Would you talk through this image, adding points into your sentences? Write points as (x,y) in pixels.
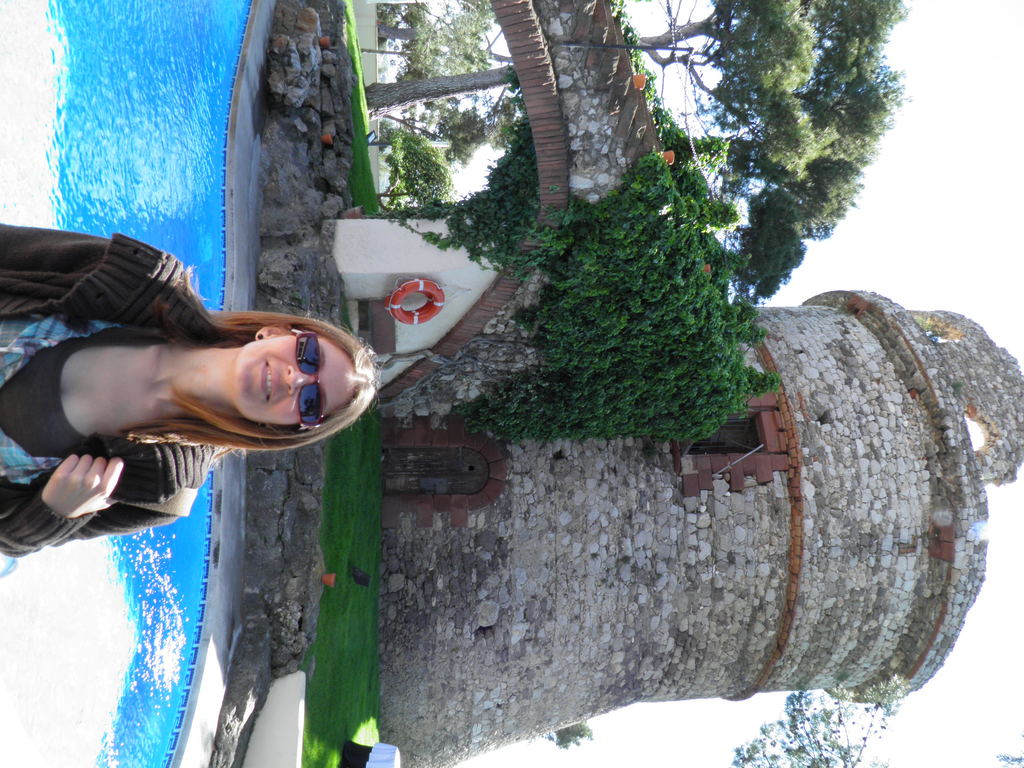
In this image I can see a person (151,513) standing wearing brown color shirt (188,480). Background (164,166) I can see water (129,175) in blue color, trees (769,218) in green color and sky (912,215) in white color.
